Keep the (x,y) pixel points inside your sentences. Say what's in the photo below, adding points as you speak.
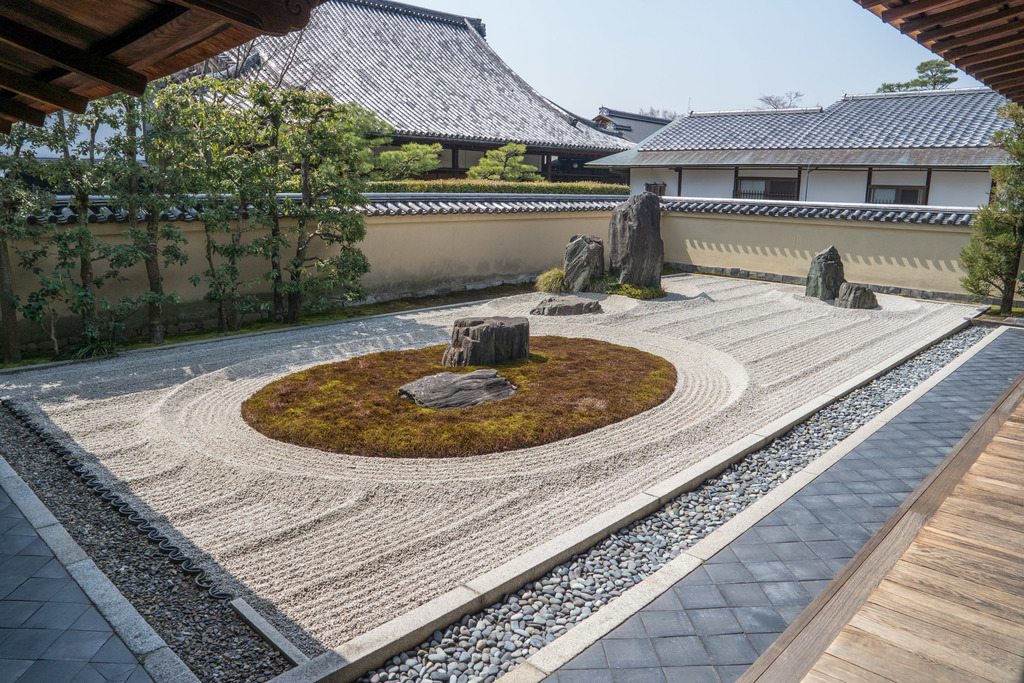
In the center of the image (408,293) we can see the plants (215,314), wall (556,237), rocks (471,353), ground (470,367), sandstones (310,502). In the background of the image (830,146) we can see the houses (712,132), wall (695,179), windows (763,177), roof (696,132), trees (1019,124). At the top of the image (698,55) we can see the sky (569,42). At the bottom of the image (876,636) we can see the floor (818,616).
